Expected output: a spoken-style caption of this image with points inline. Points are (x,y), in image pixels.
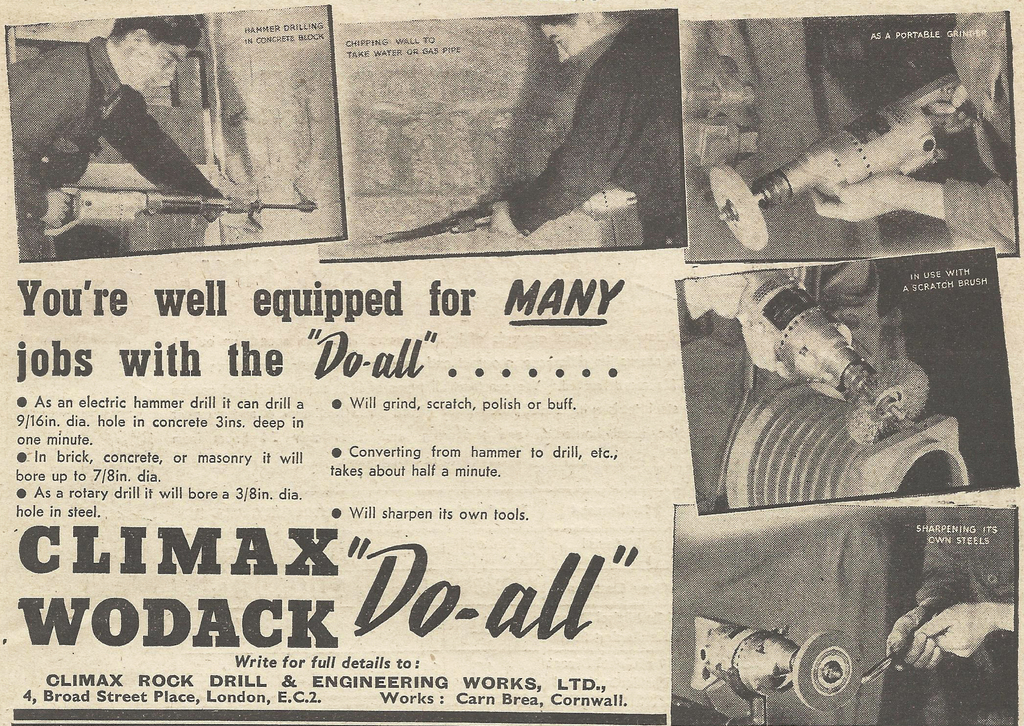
In this image we can see a paper (520,512) and there are pictures (521,254). We can see a man (175,168) holding a driller (110,209) and there is text (246,459).
